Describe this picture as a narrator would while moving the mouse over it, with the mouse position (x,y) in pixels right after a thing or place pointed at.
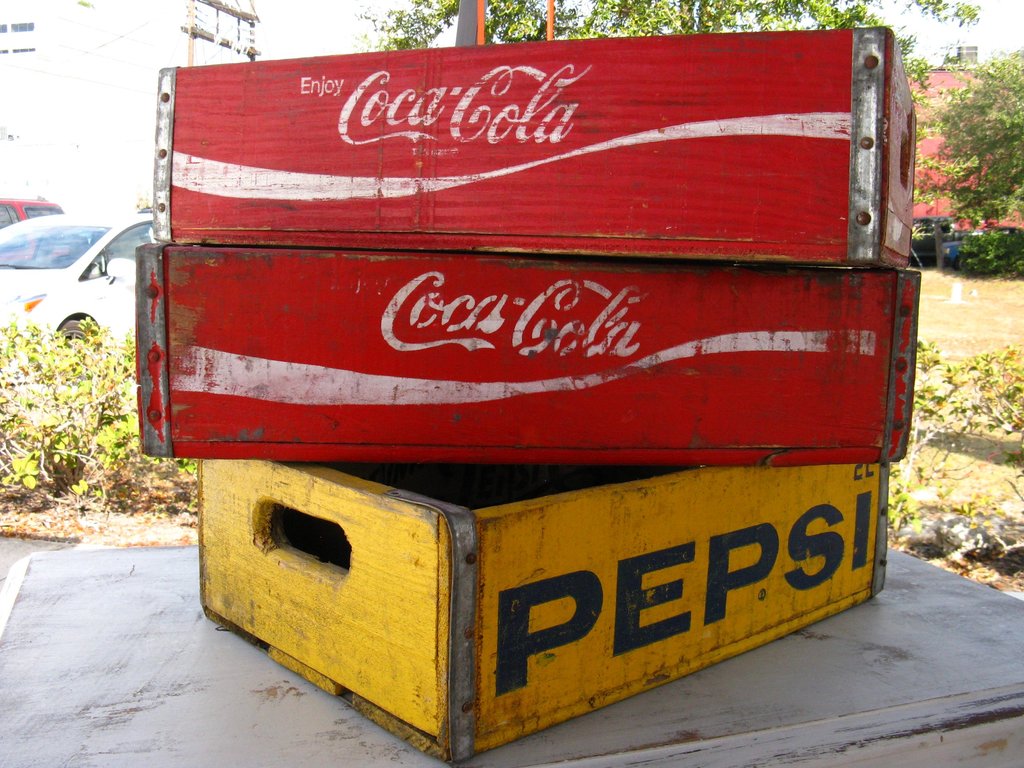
In this picture, we see a wooden cool drink cases (441,369) in yellow and red color. These cases (428,272) are placed on the white table (911,697). Behind that, we see the plants (24,397). On the left side (103,265), we see the cars (37,230) in red and white color. In the background (418,48), we see a pole (470,13), electric pole (226,11) and trees (961,152). We see a red color building (939,159) in the background (944,81).
